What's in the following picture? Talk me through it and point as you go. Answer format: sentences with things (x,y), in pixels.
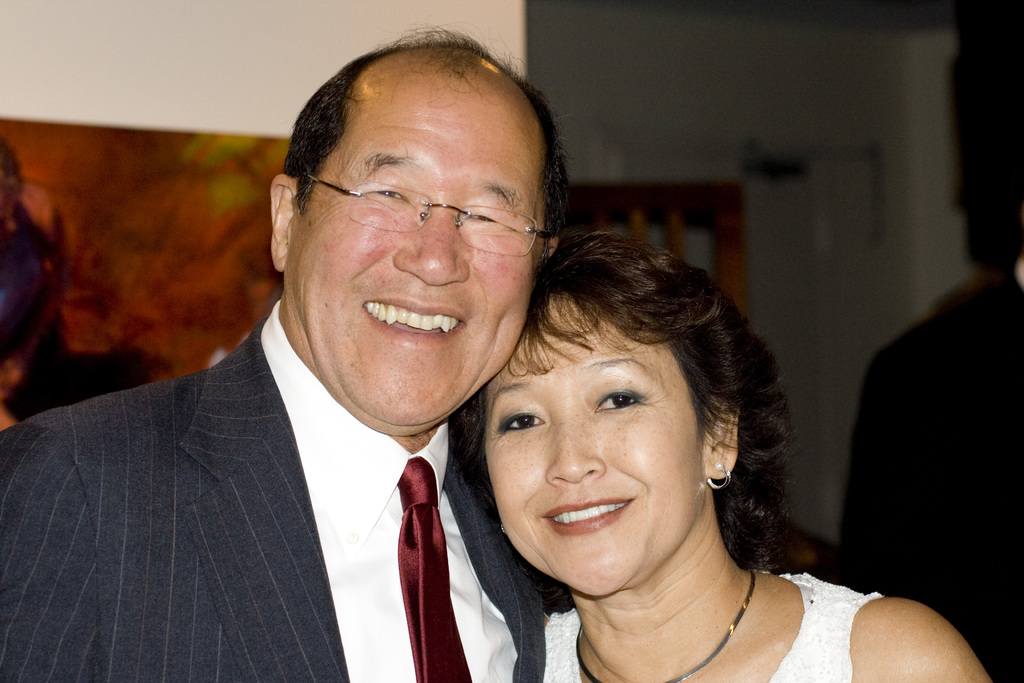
In the image there is an old man (377,329) in suit (194,471) with a woman (576,590) in white dress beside him smiling and in the background (924,416) it seems to be a person (899,371) and there is a wall (113,44).
